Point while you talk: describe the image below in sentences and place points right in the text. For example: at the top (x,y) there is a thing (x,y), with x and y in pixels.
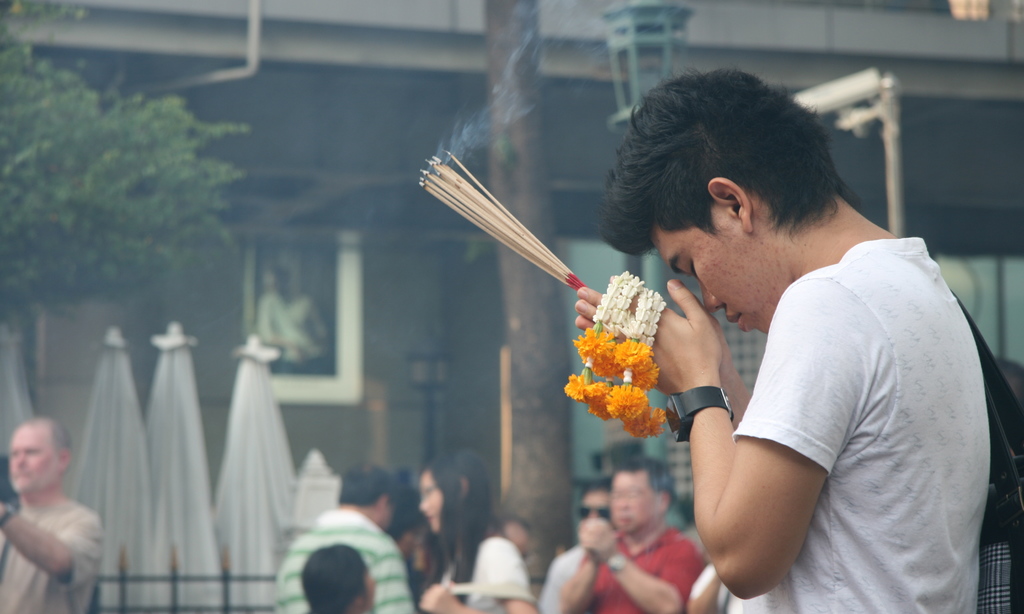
There is one man (790,479) standing and holding flowers (651,374) and sticks (515,245) as we can see on the right side of this image (794,429). We can see the people (329,588) at the bottom of this image (354,575) and there is a building (369,292), a tree (164,240) and umbrellas (257,355) are present in the background (192,195).
